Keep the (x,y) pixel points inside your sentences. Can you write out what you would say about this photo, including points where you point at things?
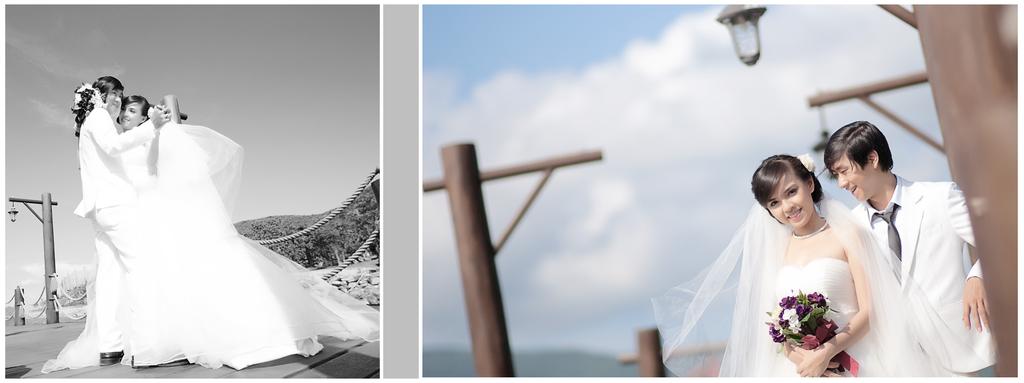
In this image we can see a collage image of a couple (214,220), lady (811,215) is holding flowers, there are poles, lights (749,31), ropes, also we can see the mountains (356,226), and the sky (563,105).
